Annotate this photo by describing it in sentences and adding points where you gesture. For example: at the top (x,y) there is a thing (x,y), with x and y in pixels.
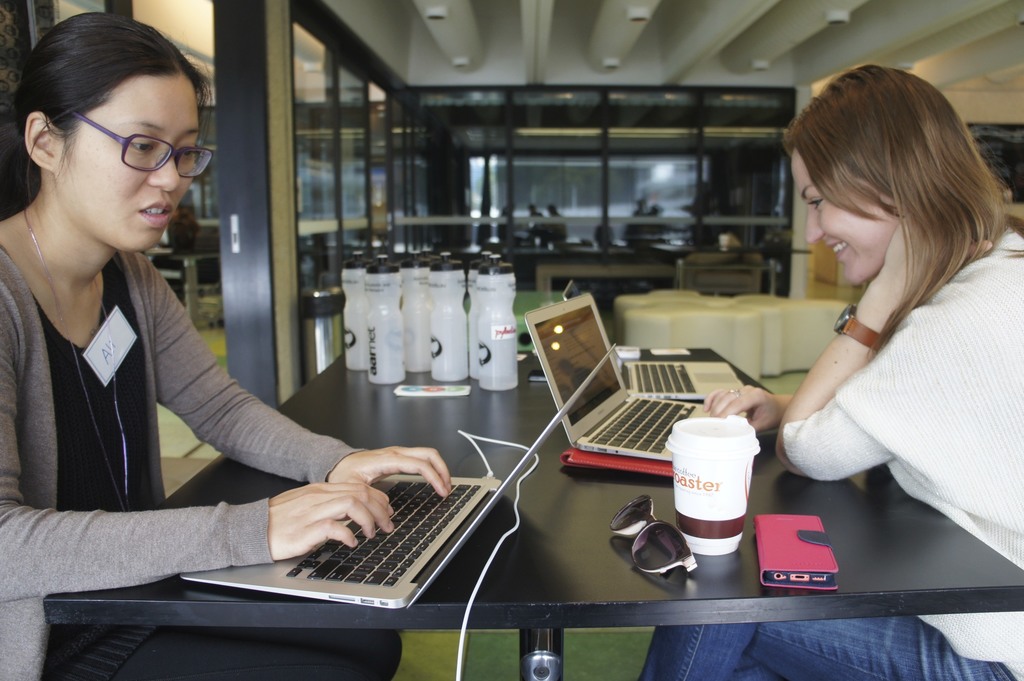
In the front of the image (158,460) I can see two women (172,525) are sitting on chairs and working on their laptops (377,570). In-front of them there is a table (555,590), above the table (498,610) there are bottles (361,303), cup (694,446), goggles (636,543), laptops (638,450), mobiles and objects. In the background (599,237) I can see the roof (693,35), glass walls (482,202), tables (702,252) and objects (702,309). On the glass wall (624,154) there is a reflection (655,204) of people (642,207).
